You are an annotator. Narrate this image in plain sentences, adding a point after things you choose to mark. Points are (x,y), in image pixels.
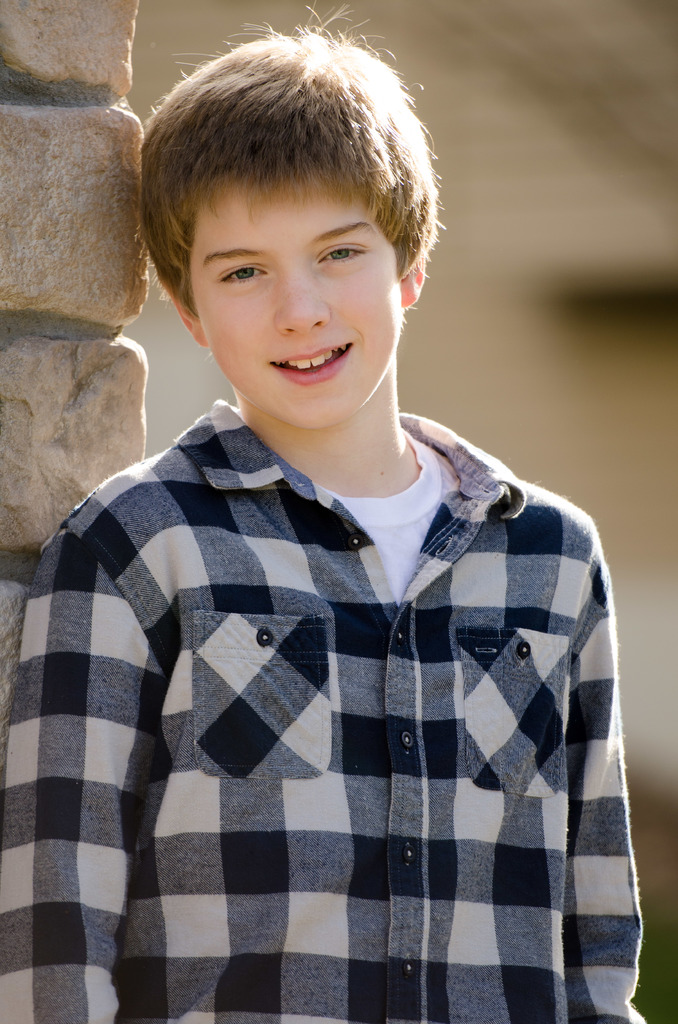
In this image I can see a boy (471,595) is standing in the front (76,1004), I can see he is wearing check shirt (422,634) and white t shirt (364,525). I can also see this image is blurry in the background (214,34) and on the left side of this image (74,278) I can see the wall (72,335).
